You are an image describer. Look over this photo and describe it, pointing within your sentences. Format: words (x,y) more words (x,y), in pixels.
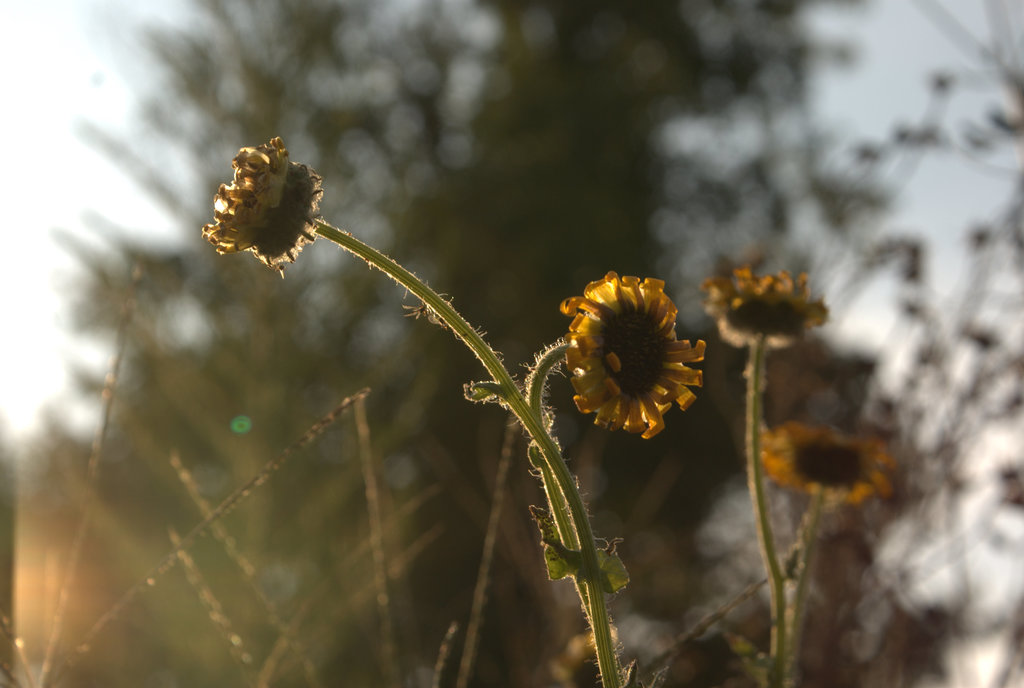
In this picture we can see few flowers (486,347), plants (807,530) and trees (585,154).
